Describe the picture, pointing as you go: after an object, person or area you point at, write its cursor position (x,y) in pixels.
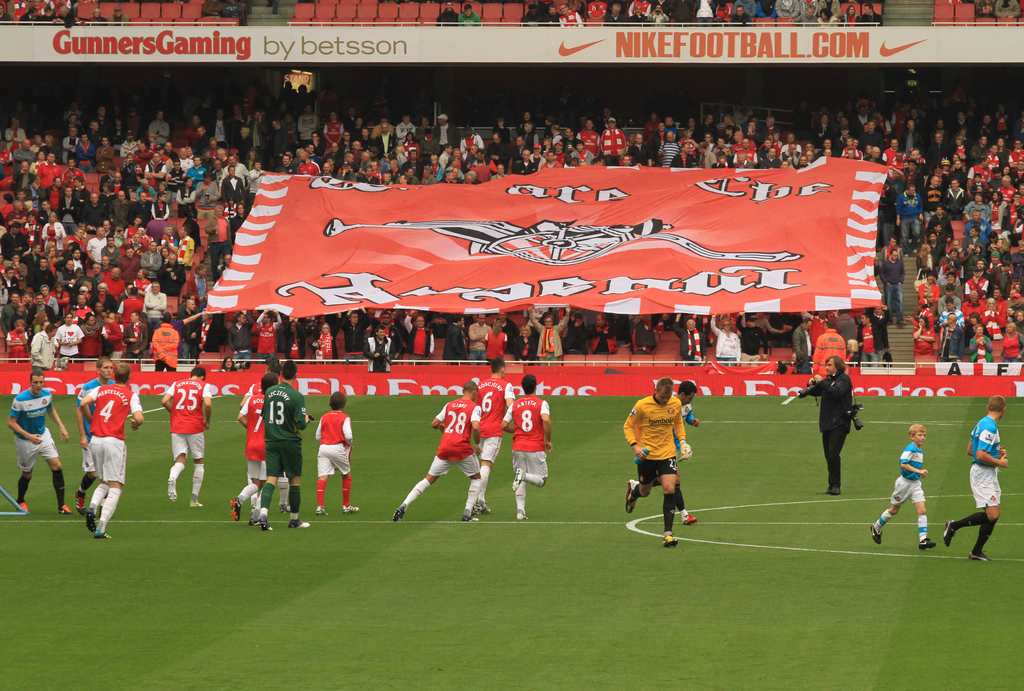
In this picture we can see a man (834,406) holding a camera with his hands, some people (108,431) are on the ground (67,471) and in the background (807,377) we can see a group of people (375,328), banner (403,291), some objects (860,373).
